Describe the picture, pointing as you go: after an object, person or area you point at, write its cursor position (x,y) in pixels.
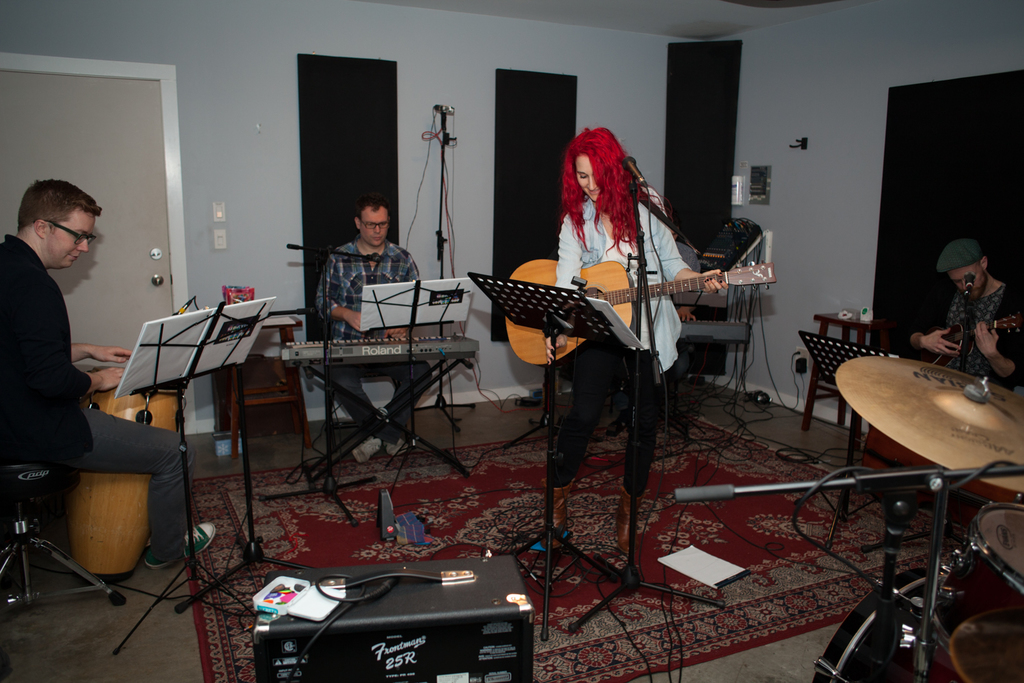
In this image i can see there are the persons (72,376) playing a music and holding a musical instrument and in front of them there are some musical instruments (922,414) kept on the floor (725,641) and there is a red color carpet (779,562) on the middle (617,446), on the back ground (216,69) there is a wall (231,66) and there are some black color panels (366,132) visible on the back ground (985,190).
